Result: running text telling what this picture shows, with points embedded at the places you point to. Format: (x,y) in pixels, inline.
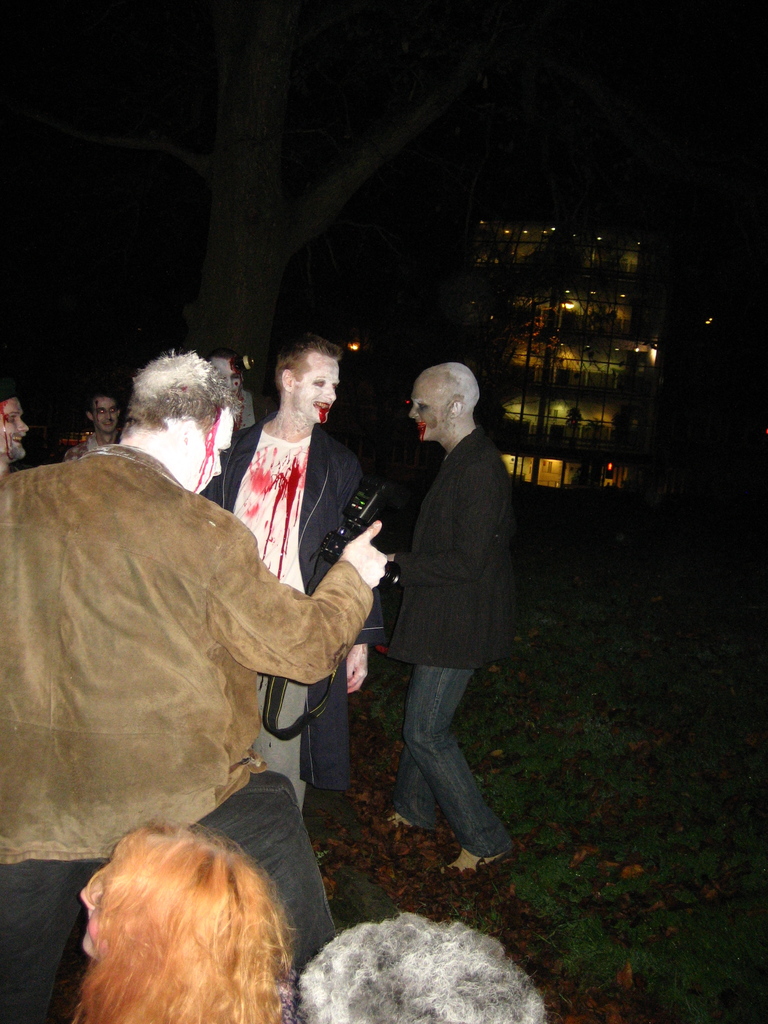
As we can see in the image in the front (340,531) there are few people (228,548) here and there. The person (374,555) standing over here is holding a camera (357,530). In the background (582,437) there is a building (585,426) and the image is little dark.
